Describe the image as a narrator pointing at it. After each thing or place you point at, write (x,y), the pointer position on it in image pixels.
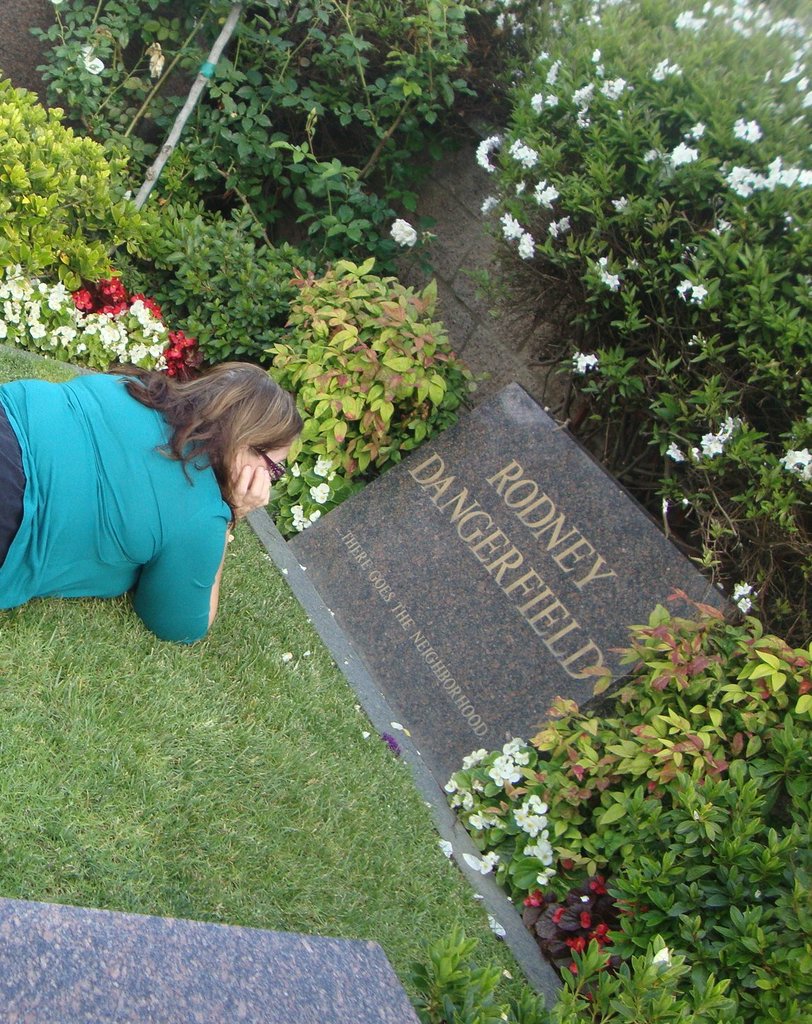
In this image on the left side (188,464) there is one woman (158,517), who is lying. In front of her there is one board (539,503), on the board (626,625) there is text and also i can see some plants (348,406) and flowers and at the bottom (237,856) there is grass (261,921) and tile (178,947).
